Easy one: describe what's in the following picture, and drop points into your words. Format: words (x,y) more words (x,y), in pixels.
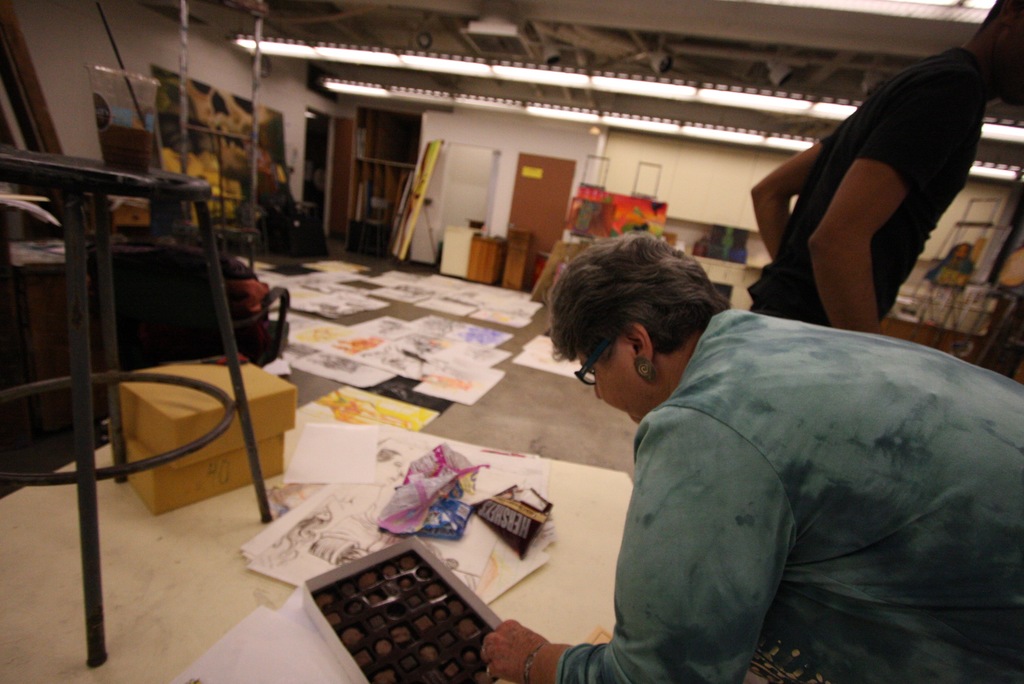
In this picture we can see man (836,141) standing and beside to his woman (716,480) bending and picking chocolates (408,581) from box (395,588) and on table (302,419) we can see boxes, papers (315,437), cover (443,495), stool (121,180) and in background (166,126) we can see wall (478,130) with door (519,186), banner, papers (416,289) on floor (327,316), light (437,65).
